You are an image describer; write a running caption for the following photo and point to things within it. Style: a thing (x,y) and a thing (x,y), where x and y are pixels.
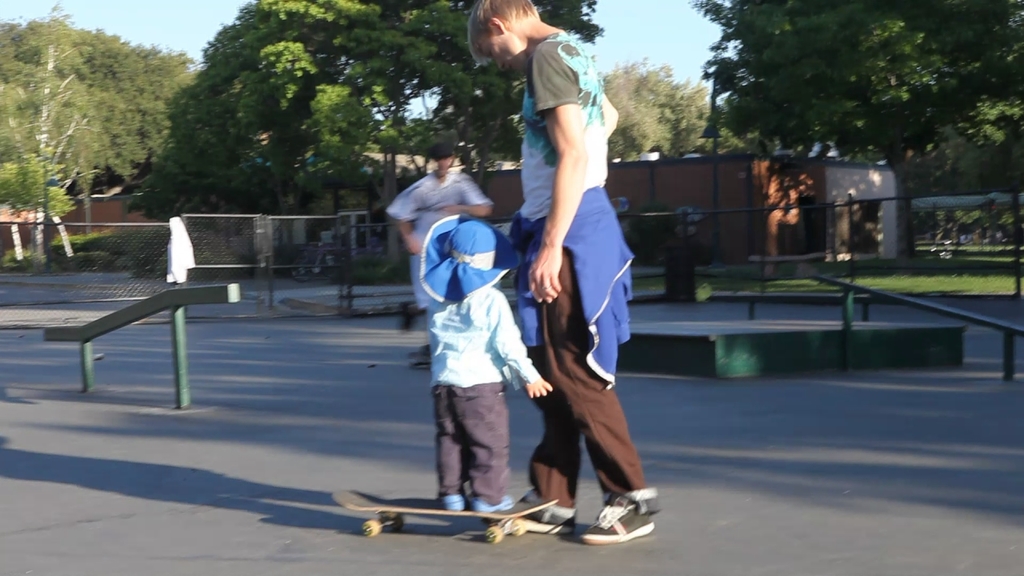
In this image in the front (533,234) there are persons (538,220) standing and there is a kid (467,411) standing on the skateboard (454,512). In the center (413,205) there are railings (112,315) and there is a person (404,239) skating. In the background (213,205) there are trees (179,180), there is fence (308,255), there's grass (979,273) on the ground (963,261) and there is a house (707,198).
